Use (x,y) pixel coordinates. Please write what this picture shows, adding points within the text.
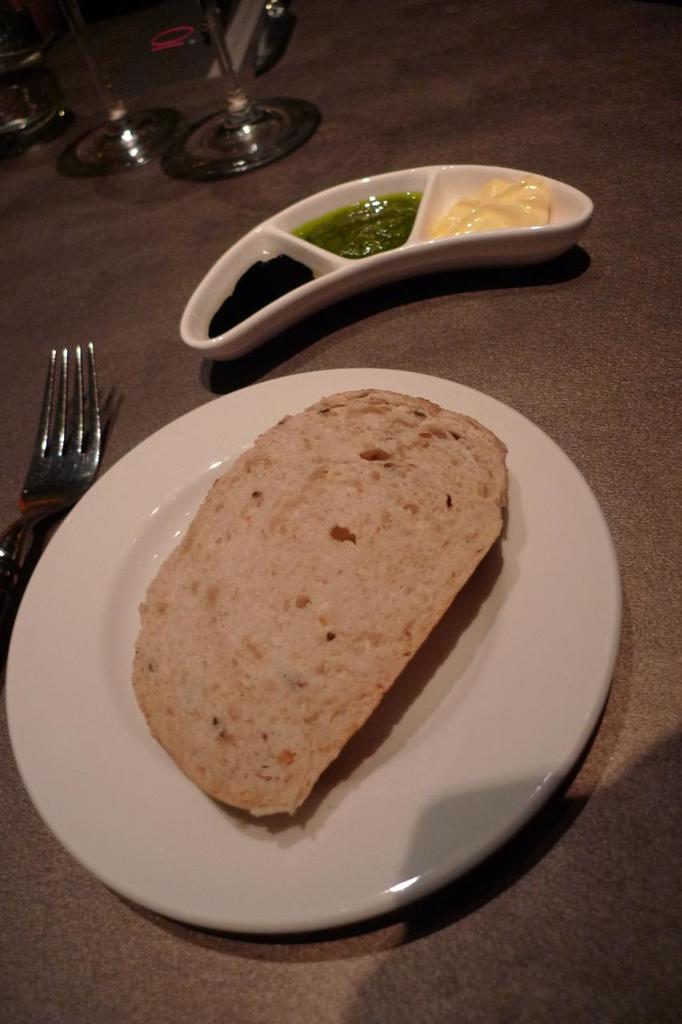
In this image there are plates (519,694), glasses (3,14) and a fork (65,415) on the table (572,395). There is food (268,499) on the plates (366,381). There are sauces (408,222) and a bread (289,622) on the plate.
